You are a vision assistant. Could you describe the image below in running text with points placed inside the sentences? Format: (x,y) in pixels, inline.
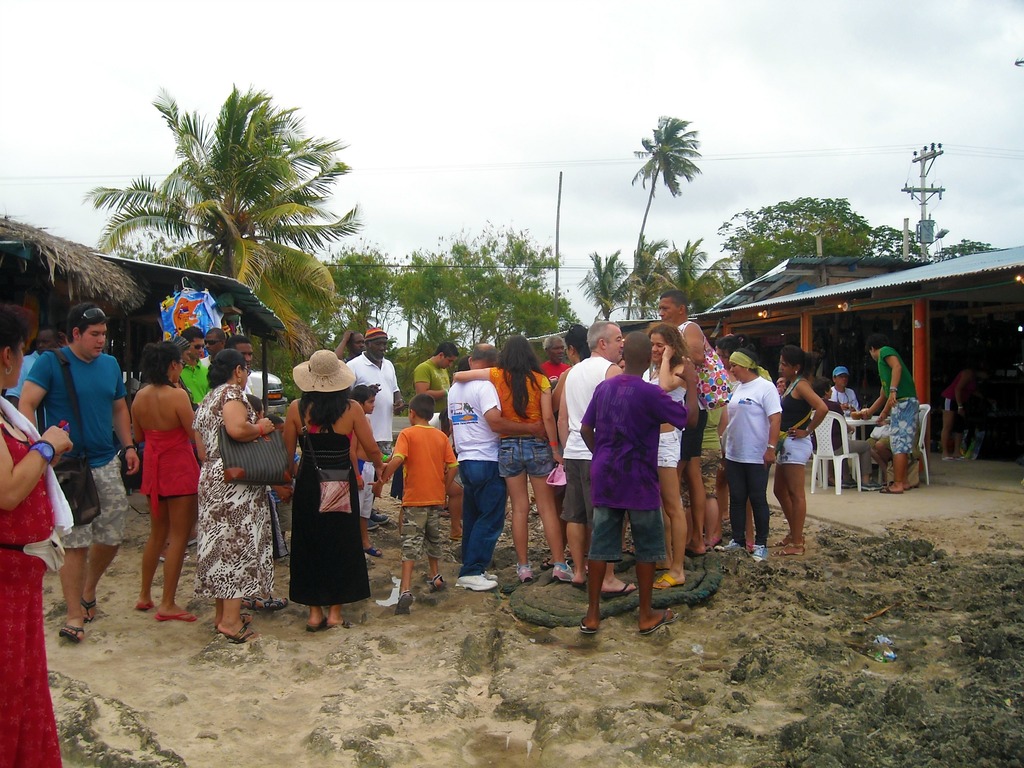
This picture describes about group of people (433,521), few are seated, few are standing and few people (842,378) wore caps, in the background (801,276) we can see few houses (935,309), trees (234,232), poles (907,236), and also we can see few lights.
